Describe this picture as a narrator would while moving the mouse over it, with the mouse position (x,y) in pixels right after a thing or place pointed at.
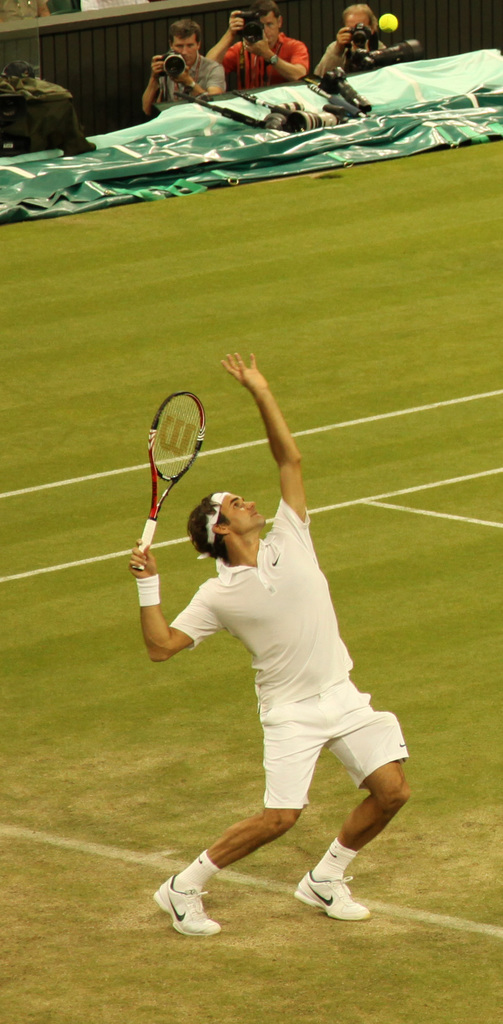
In this picture we can see man (266,685) playing tennis with holding tennis racket (176,402) in his hand (149,556) and in background (350,38) we can see three persons (153,69) holding camera (181,74) in their hands (347,32) and taking pictures.
